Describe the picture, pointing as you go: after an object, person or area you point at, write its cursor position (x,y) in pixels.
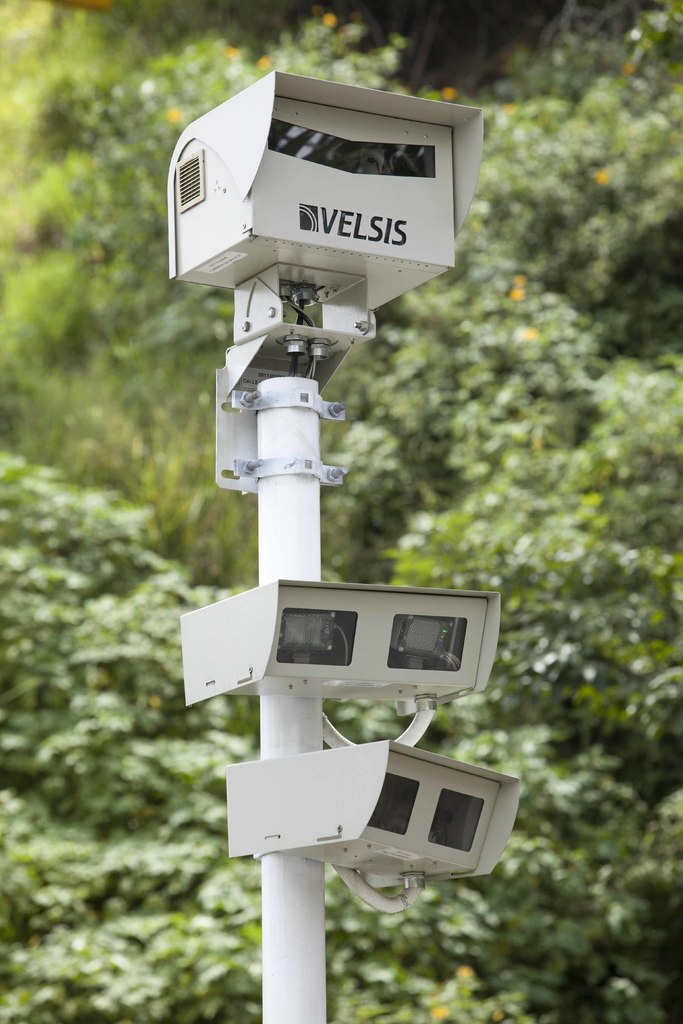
In this picture we can see few cameras (198,242), metal rod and trees (487,466).
